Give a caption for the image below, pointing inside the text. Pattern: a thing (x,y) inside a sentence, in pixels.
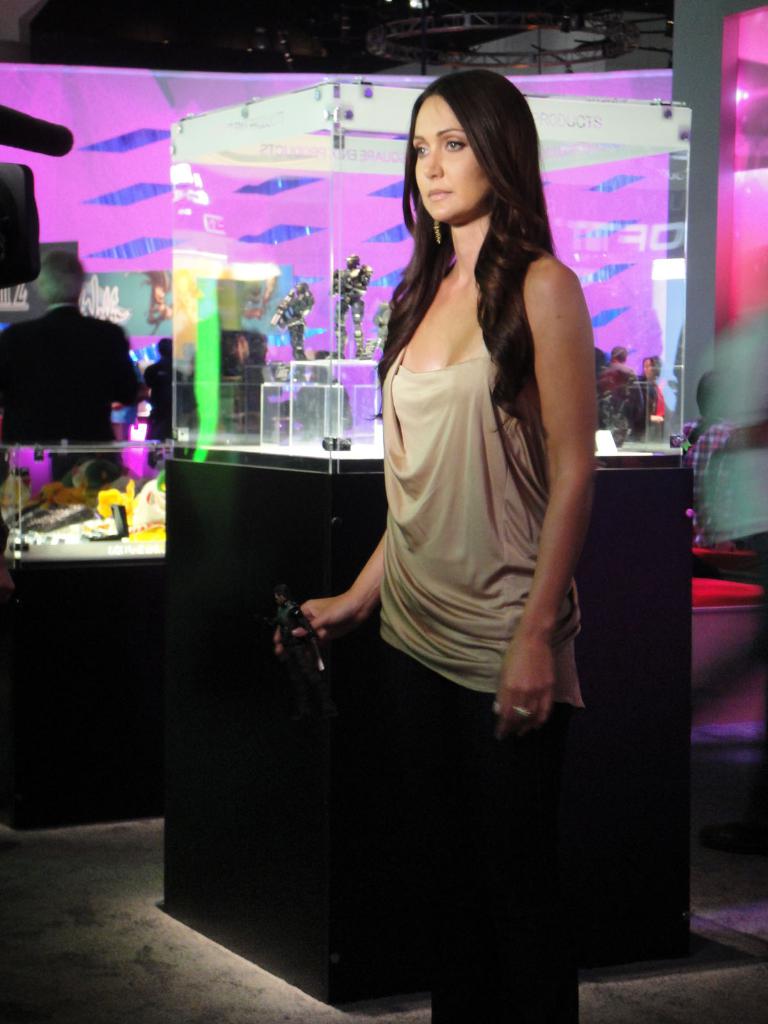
In this picture we can see a woman (446,879) is standing on the floor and holding a toy (307,648). Behind the women (496,455) there are toys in the glass box (311,333) on objects (227,504). Behind the object (290,388) there are groups of people (654,428) on the floor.
